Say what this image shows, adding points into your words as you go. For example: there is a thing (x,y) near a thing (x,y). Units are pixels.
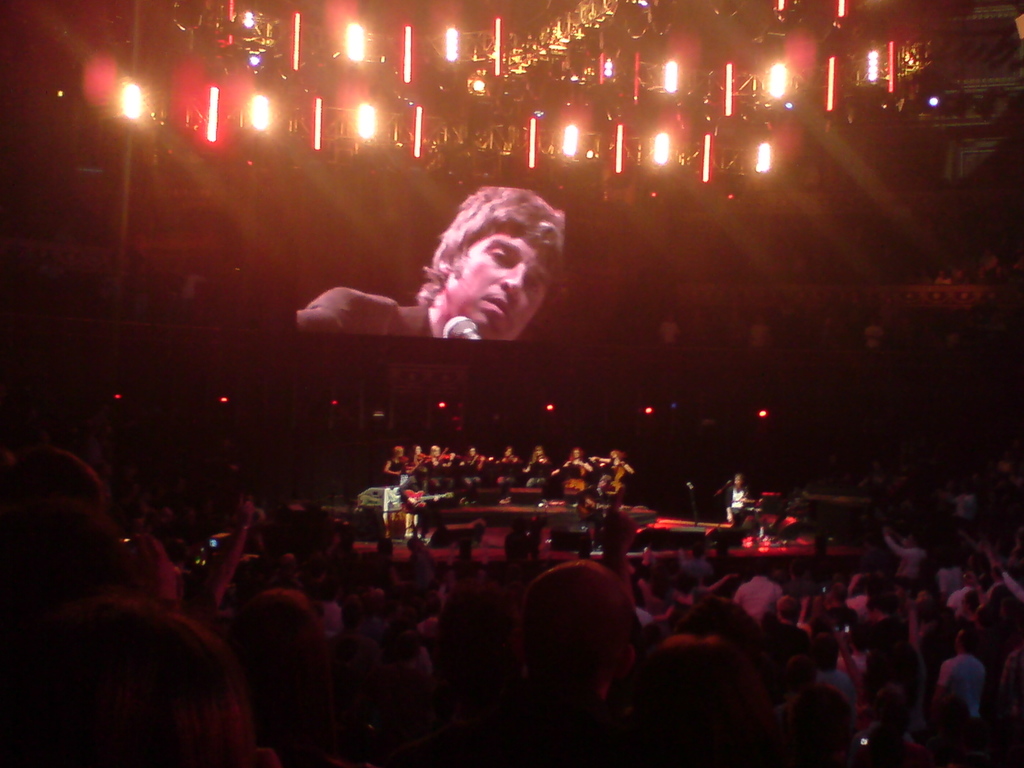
In this image, there are a few people (404,494). Among them, some people (502,475) are on stage (515,486) playing musical instruments (567,483). We can also see some microphones (697,513). We can see some objects (692,542) on the stage (698,529). We can see some lights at the top (496,17). We can see a screen (423,327).
